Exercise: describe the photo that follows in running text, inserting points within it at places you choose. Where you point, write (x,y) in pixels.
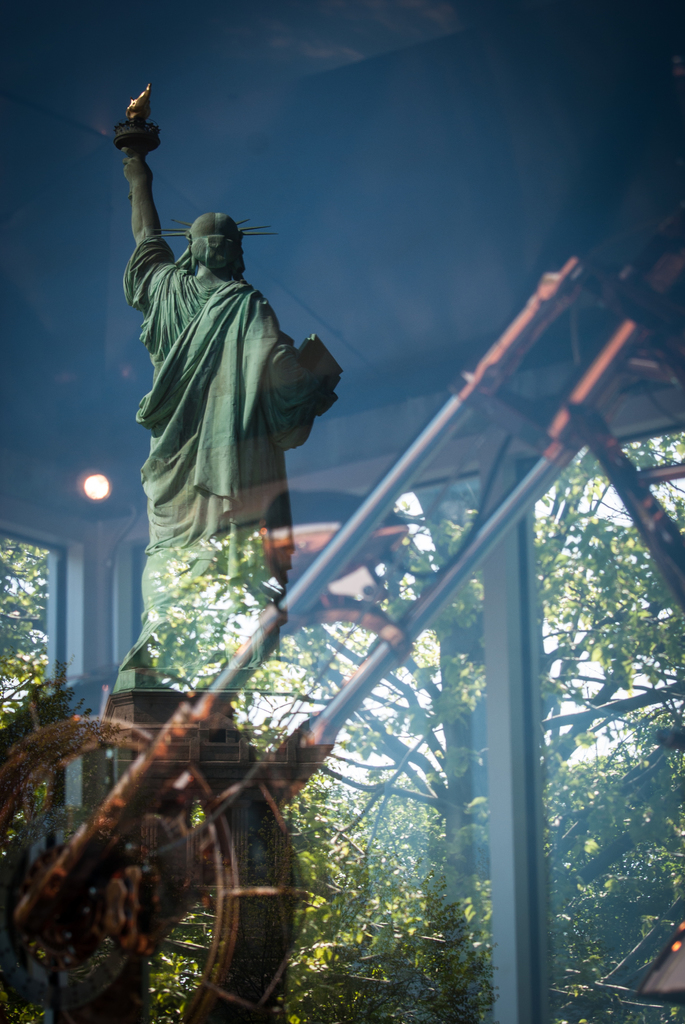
In the foreground (344,502) there is a glass (353,570). On the glass (241,510), I can see the reflection (193,411) of a statue (216,516). Behind the glass (357,651) there is a metal object (240,658). In the background (429,712) there are some trees (413,726).
